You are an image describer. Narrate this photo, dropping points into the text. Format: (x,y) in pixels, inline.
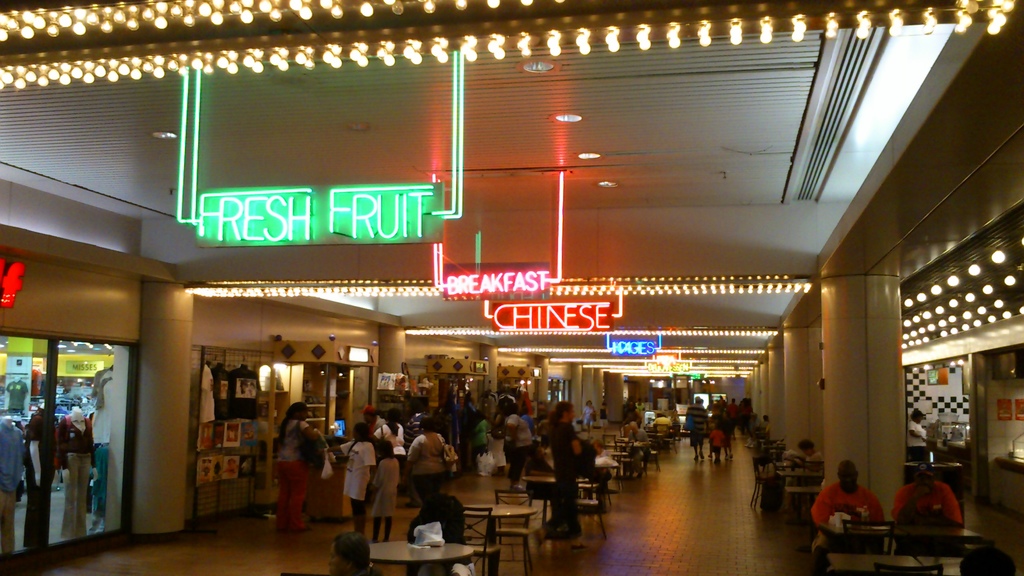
Here in this picture we can see number of tables (501,512) and chairs (530,493) present on the floor (625,564) and we can also see number of people (417,497) standing, walking and sitting over the place and beside them on either side we can see pillars (784,429) and stores (259,430) present and in the middle (629,355) we can see hoardings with colorful lights (511,305) hanging on the roof (575,78) and we can see lights (601,361) on the roof (541,179).
